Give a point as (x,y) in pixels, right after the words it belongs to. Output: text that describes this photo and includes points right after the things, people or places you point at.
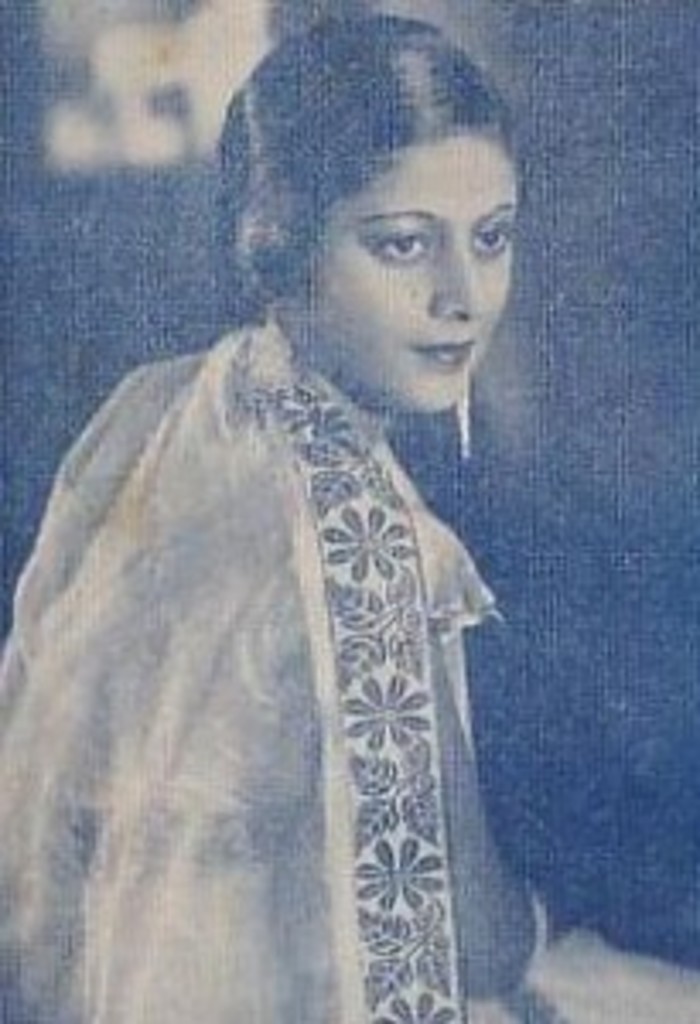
In this image I can see a black and white picture of a person (471,330).
